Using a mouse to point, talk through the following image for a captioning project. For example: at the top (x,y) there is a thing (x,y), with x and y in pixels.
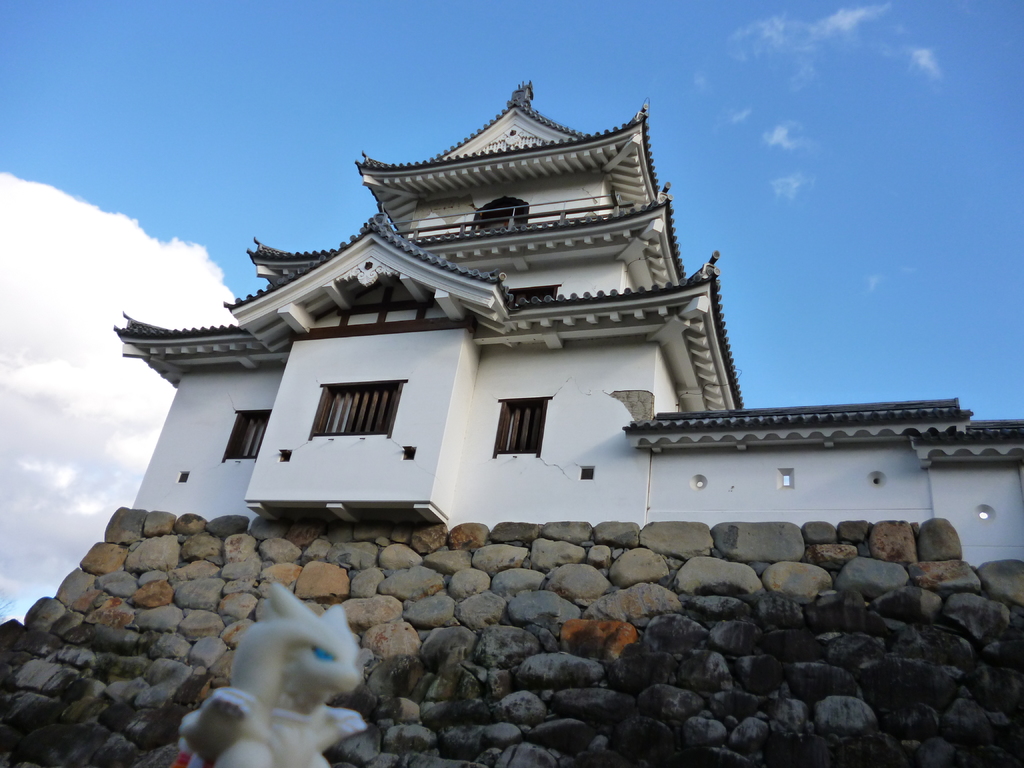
In the center of the image (398,332) there is a building (435,404). At the bottom (195,611) we can see cobblestones (463,563) and a sculpture (275,679). In the background (299,127) there is sky (679,102).
